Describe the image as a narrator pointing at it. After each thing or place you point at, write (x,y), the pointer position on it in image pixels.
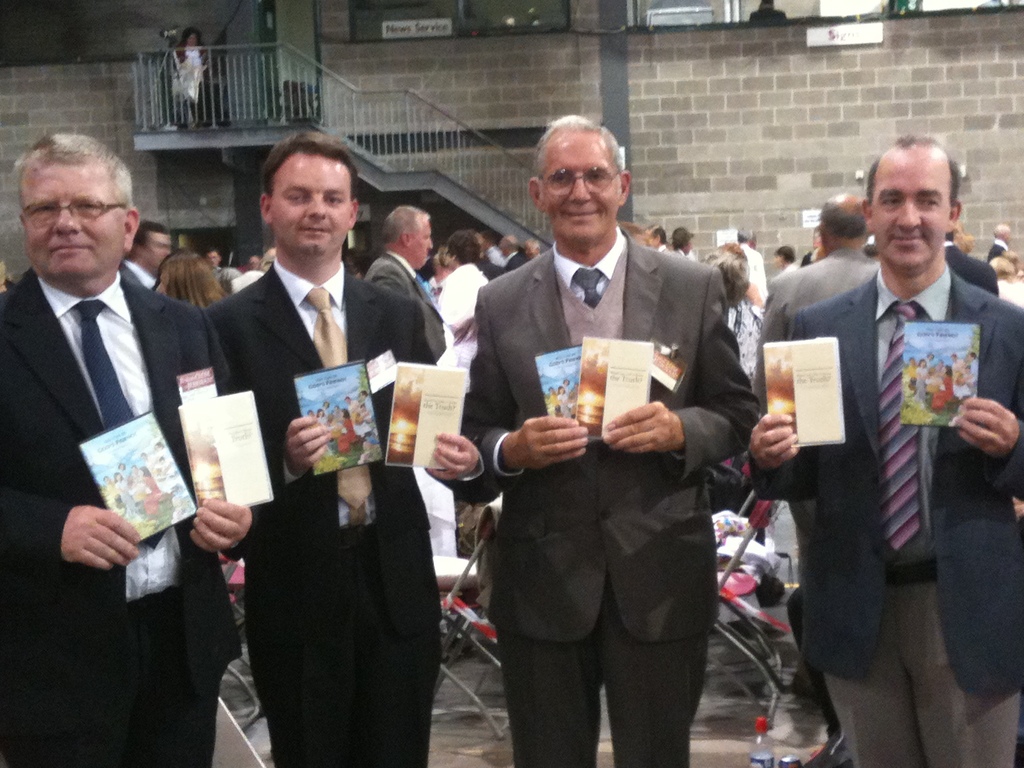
In this image I can see number of persons (567,477) wearing black colored blazers (571,525) are standing and holding few objects (337,391) in their hands (532,449). In the background (450,598) I can see few chairs (468,562), few persons (644,232), few stairs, the railing (354,103) and the wall (573,50).
